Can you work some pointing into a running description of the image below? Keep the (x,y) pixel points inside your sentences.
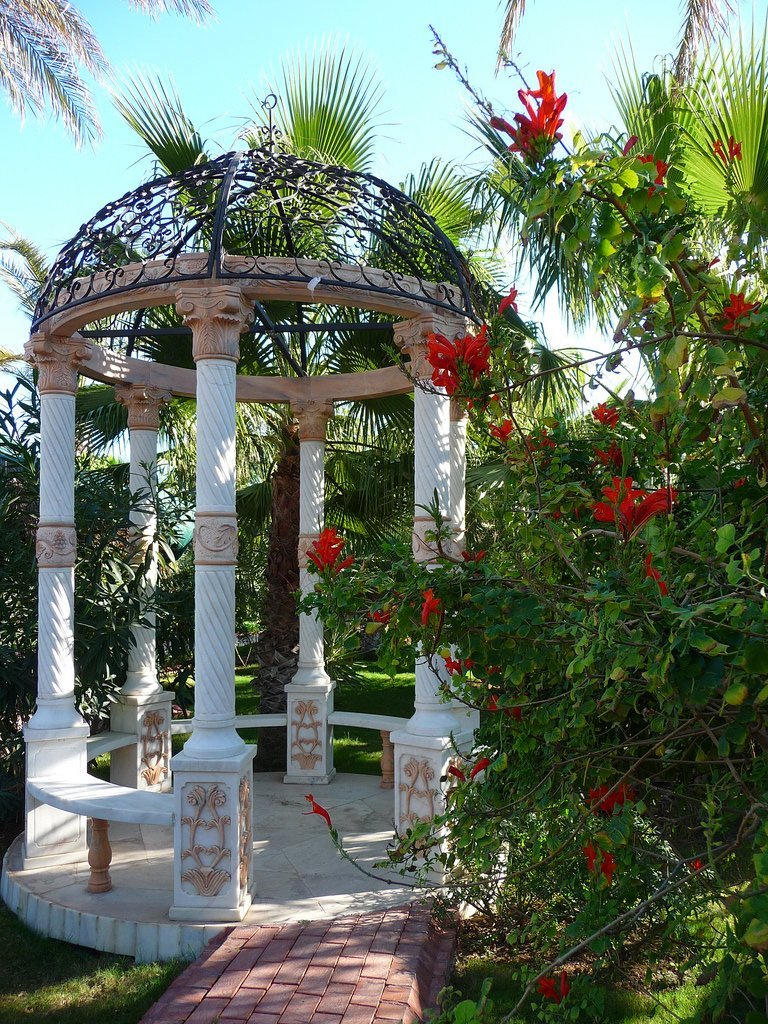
In this picture I can see a gazebo (423,283), there are flowers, trees (537,574), and in the background (338,36) there is the sky (608,118).
